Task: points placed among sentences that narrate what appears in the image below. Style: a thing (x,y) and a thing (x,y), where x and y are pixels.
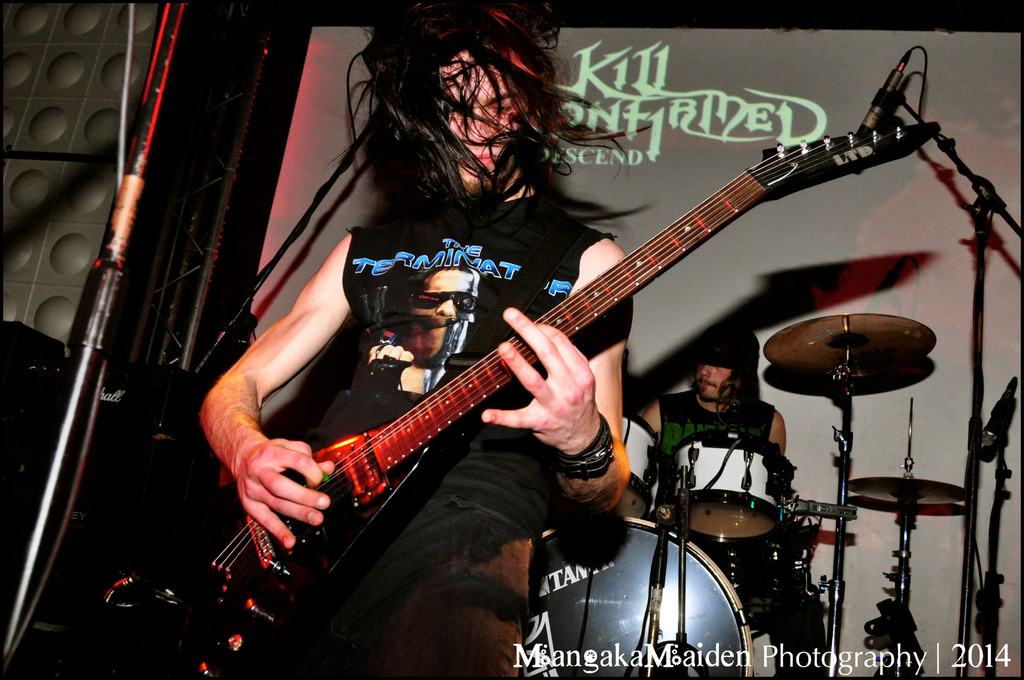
There is a person (483,597) playing and behind him there is a person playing drums (908,482).
